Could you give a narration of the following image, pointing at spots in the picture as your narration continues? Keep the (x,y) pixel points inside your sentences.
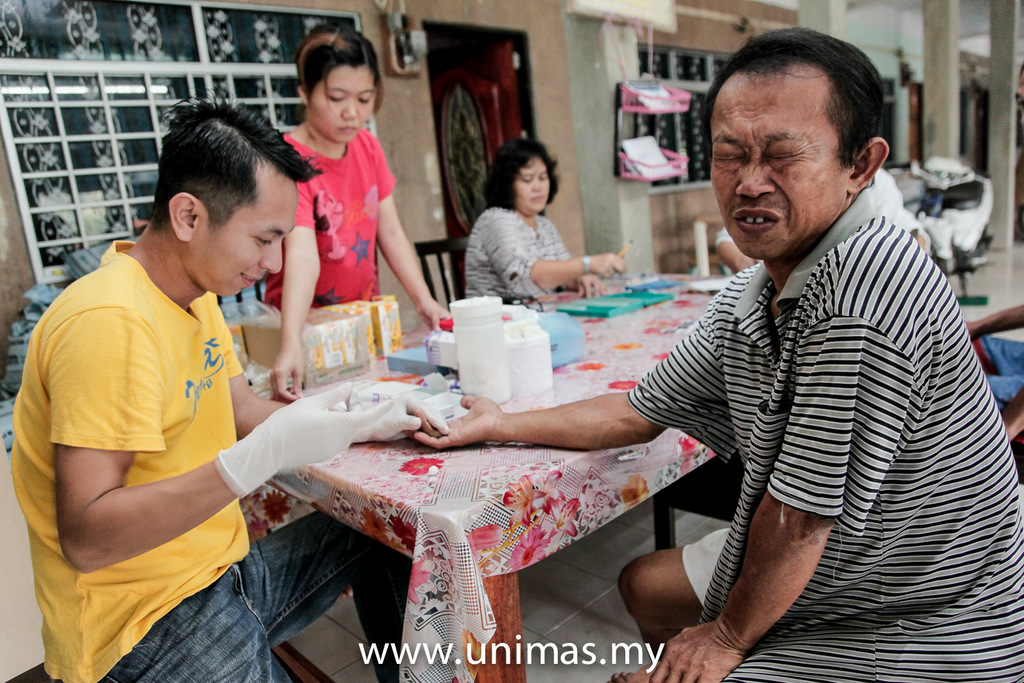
In this image there are three persons (84,538) sitting on the chair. On the table (647,309) there is a bottles (505,365), cardboard box (329,347), paper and some bottles (481,354) in the tray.
